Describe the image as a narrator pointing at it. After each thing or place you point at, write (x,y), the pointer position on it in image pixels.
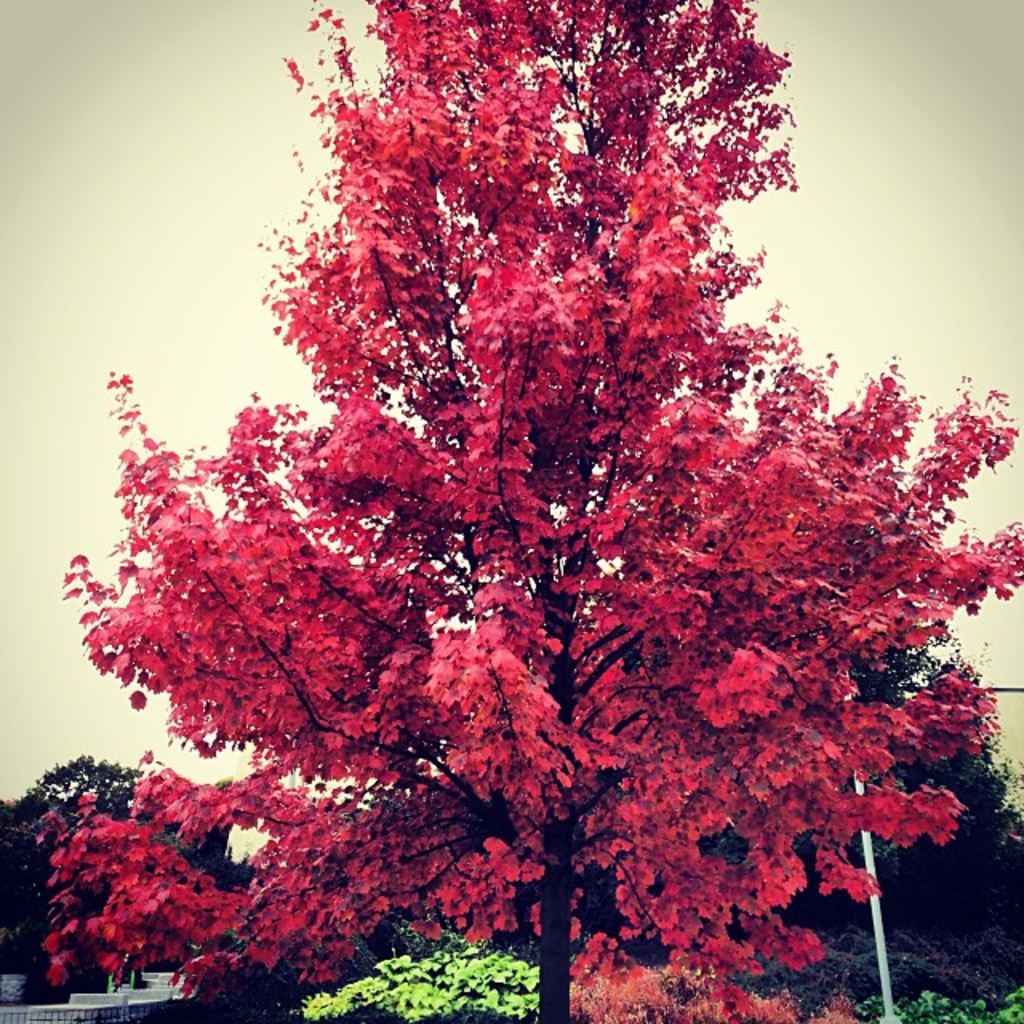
In this image there are trees (594,906), plants (387,999), buildings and sky (151,229).
